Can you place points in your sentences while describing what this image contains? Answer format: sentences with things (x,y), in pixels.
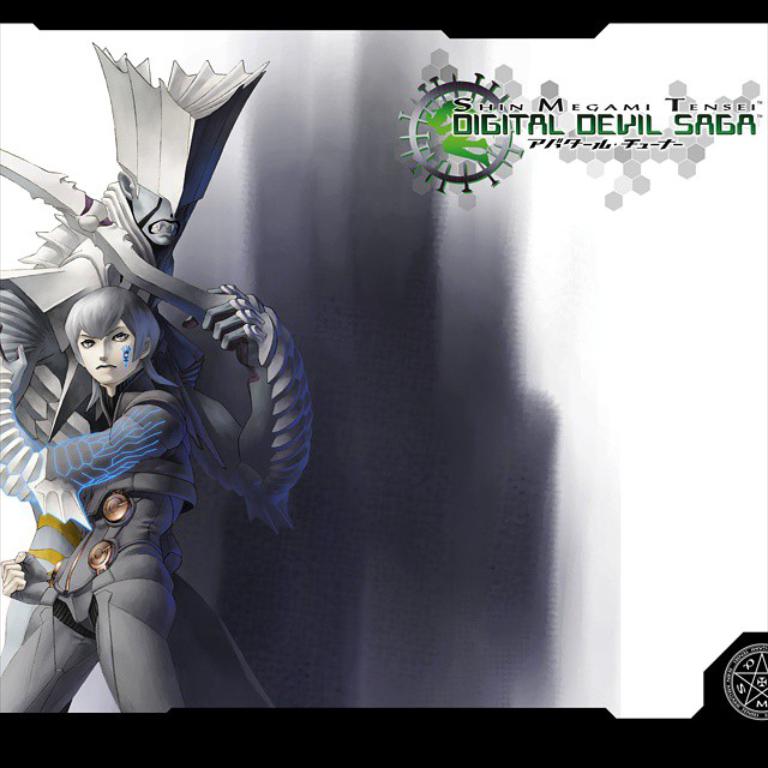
This is an animated image. We can see two persons (188,418) on the left side (162,443) and there are texts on the image. In the background (373,337) we can see ash and white color.
